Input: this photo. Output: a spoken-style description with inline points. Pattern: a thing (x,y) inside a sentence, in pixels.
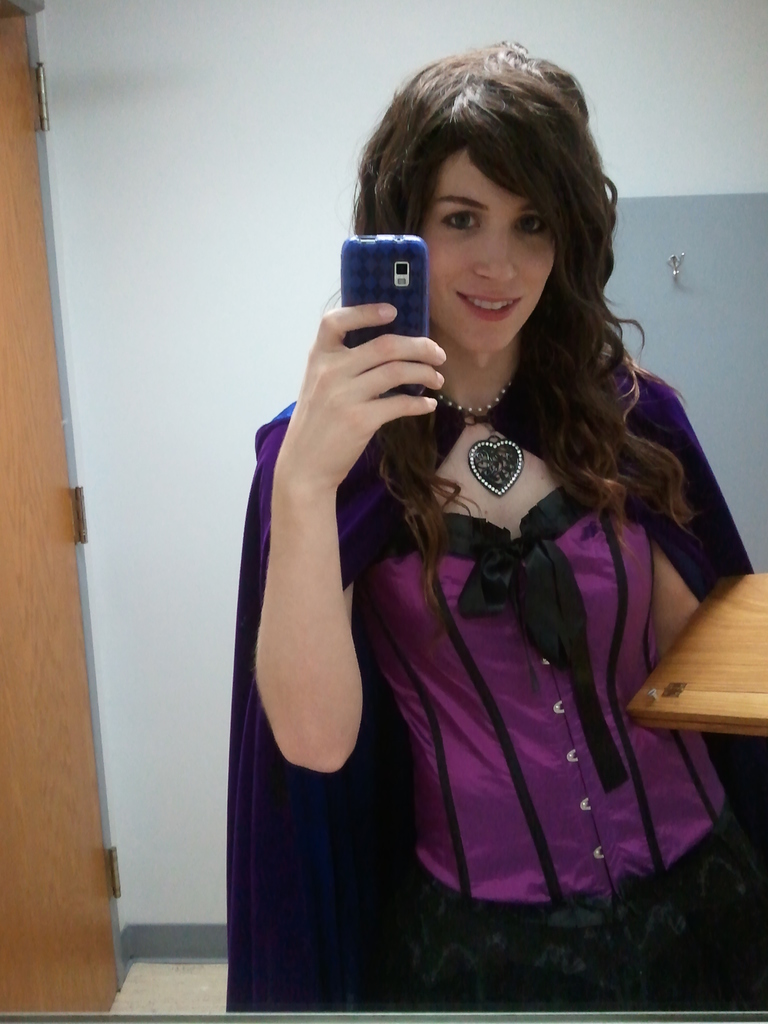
In this image I can see a woman (481,503) is holding the mobile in her hand (400,400), she wore brinjal color top (550,723) and she is smiling.
